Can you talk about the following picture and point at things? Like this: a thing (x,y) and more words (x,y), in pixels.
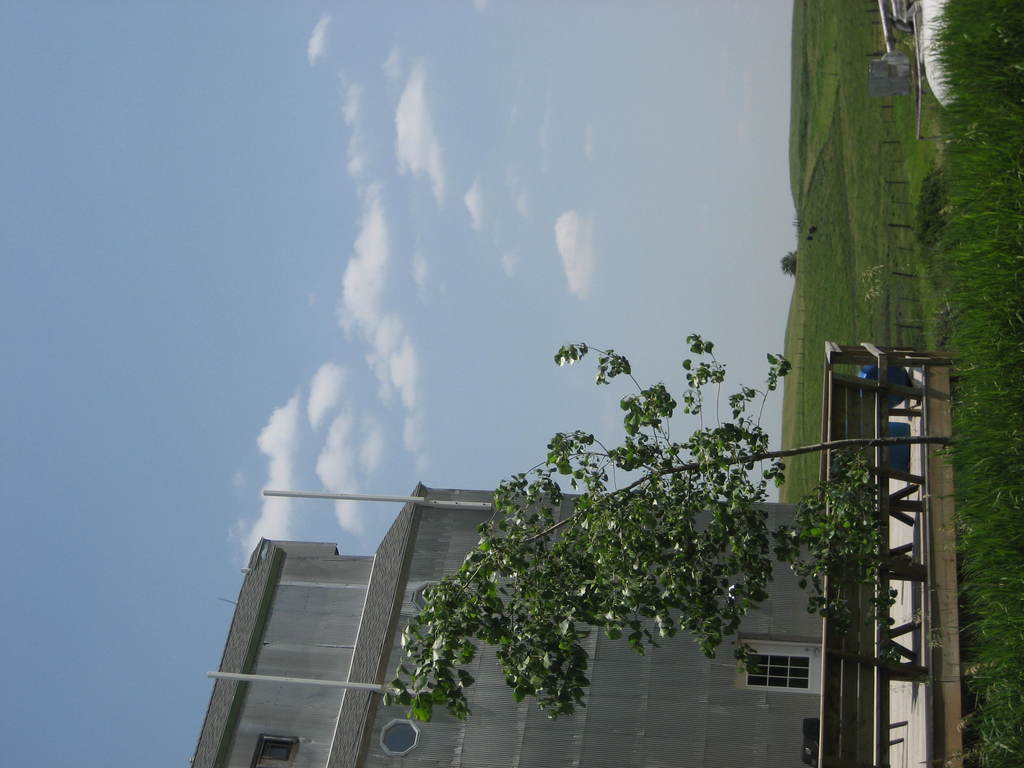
In this image I can see the building (599,686). In-front of the building (490,661) I can see a tree (606,550) and the bench (824,521). I can also see the railing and the grass (848,145) to the right (837,171). In the background (315,284) I can see the clouds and the sky (251,226).
